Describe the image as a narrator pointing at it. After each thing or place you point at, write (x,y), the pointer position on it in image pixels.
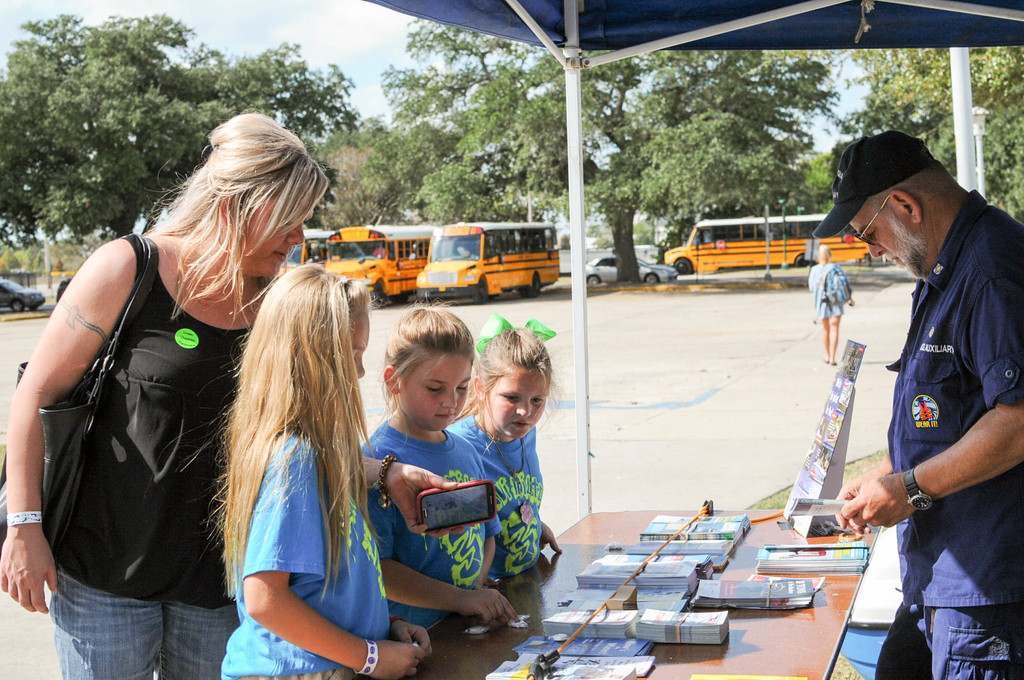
In this image there is the sky (278,37) truncated towards the top of the image (297,23), there are trees (726,87) truncated, there are vehicles (451,262), there is a vehicle (28,290) truncated the left of the image (29,304), there are poles (783,235), there is a tent (720,28) truncated towards the top of the image (668,23), there are group of persons (324,500) truncated towards the bottom of the image (126,657), there is a person (197,403) wearing a bag (93,399), there are persons (395,481) holding an object (830,511), there is a person (954,424) truncated towards the right of the image (978,347), there is a table (492,654) truncated towards the bottom of the image (607,641), there are objects (726,581) on the table (749,569), there is a board (824,441) on the table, there is a person (822,273) wearing a bag (843,290) and walking.
